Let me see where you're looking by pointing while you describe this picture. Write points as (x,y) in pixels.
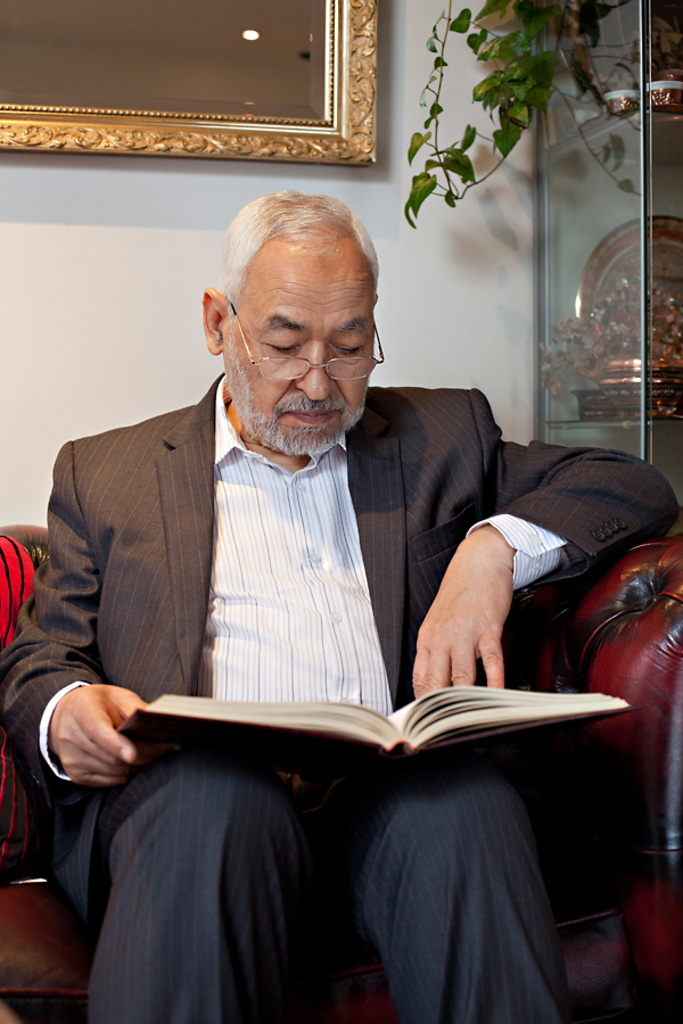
In the picture there is a person (208,656) sitting on the sofa (514,664) and reading the book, behind the person (226,367) there is a wall (142,315), on the wall (24,420) there is a mirror (193,67), there is a creeper (507,74).
